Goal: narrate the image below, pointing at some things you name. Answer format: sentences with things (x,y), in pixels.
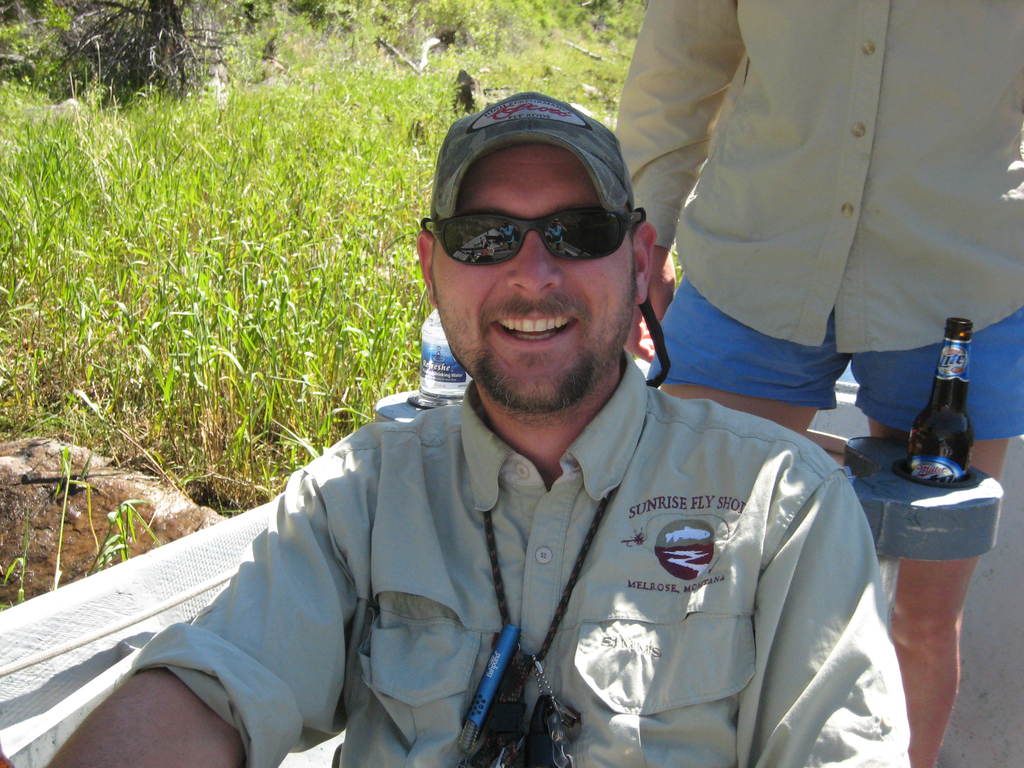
In this image there are two persons (481,302). In the front (548,473) the person (547,485) is wearing shirt (626,492) and cap (571,126) along with the shades (583,241). The man (722,179) who is behind is standing and there is bottle (946,394) in between them. In the background (426,95) there are plants (219,103) trees (190,30) and rock (77,497).
